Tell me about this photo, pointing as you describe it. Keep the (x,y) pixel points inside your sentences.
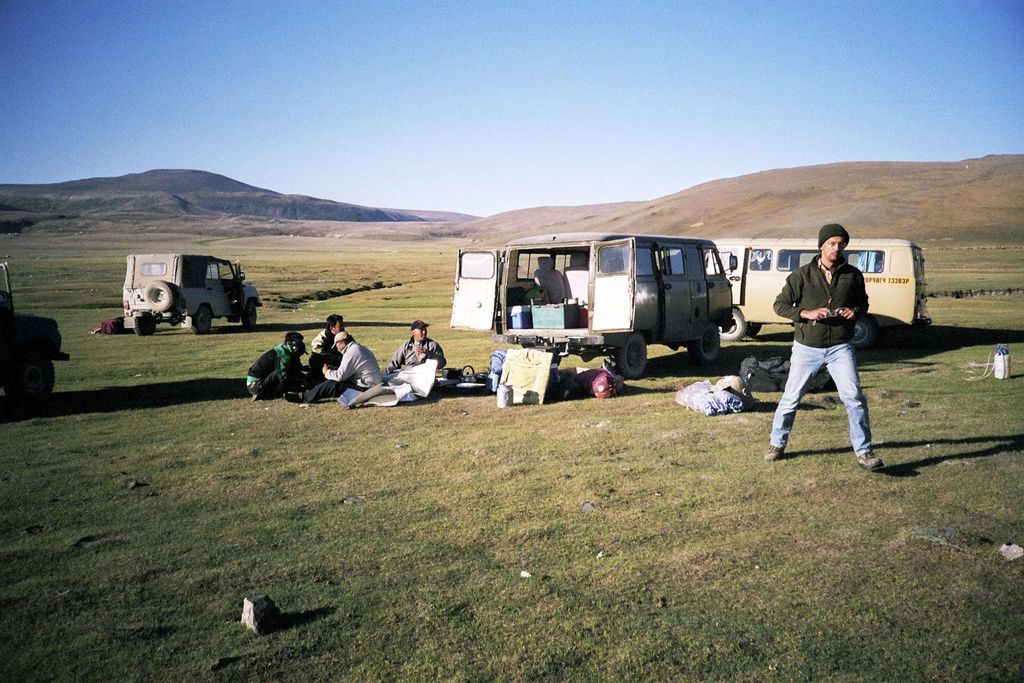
In this image, I can see a group of people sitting and a person (799,362) standing. There are vehicles (34,364), bags (737,403) and few other objects (100,328) on the grass (389,536). In the background (34,204), I can see the hills (847,202) and the sky (379,96).
